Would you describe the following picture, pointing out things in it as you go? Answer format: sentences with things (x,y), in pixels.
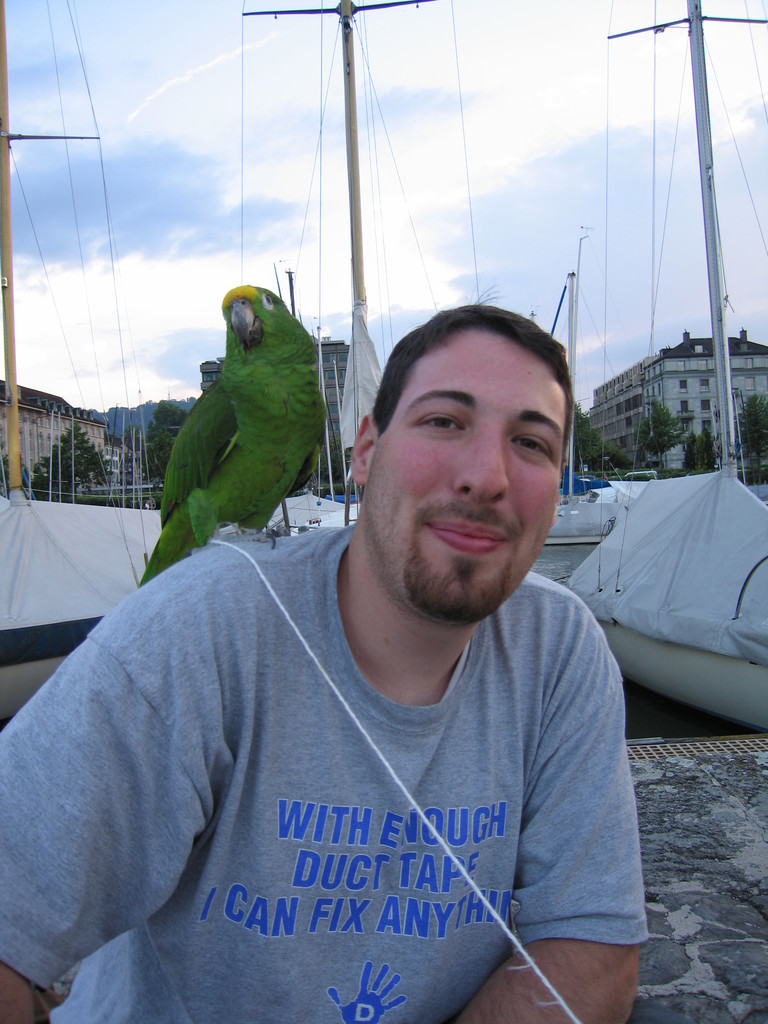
In the front of the image (378,699) I can see a person (273,582) and a parrot (277,535). In the background of the image (587,529) there are boats (693,516), poles (1,131), cloudy sky (495,215), buildings (755,373), trees (82,441) and objects (653,473).
